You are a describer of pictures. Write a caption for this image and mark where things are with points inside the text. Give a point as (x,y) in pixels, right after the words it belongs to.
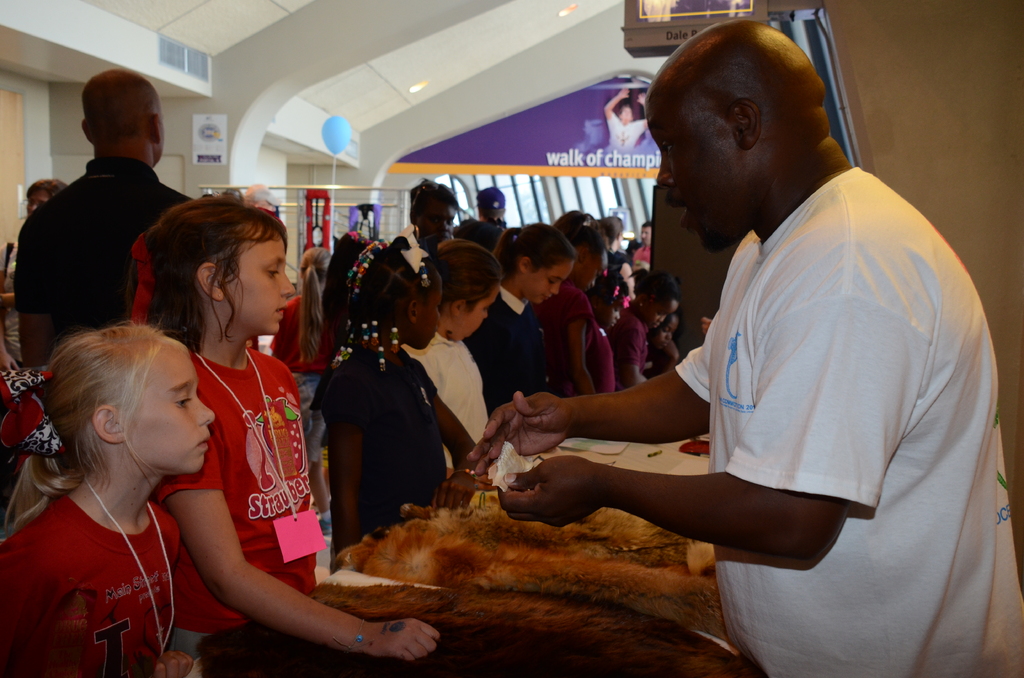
On the right side of the image (826,474) there is a man (539,482) standing and holding something in his hand (541,471). In front of there is a table (704,464) with items (472,526) on it. Behind the table (636,464) there are many people (307,292) standing. In the background (538,159) there is a wall (327,182) with poster (597,101). And also there is a balloon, windows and some other things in the background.
